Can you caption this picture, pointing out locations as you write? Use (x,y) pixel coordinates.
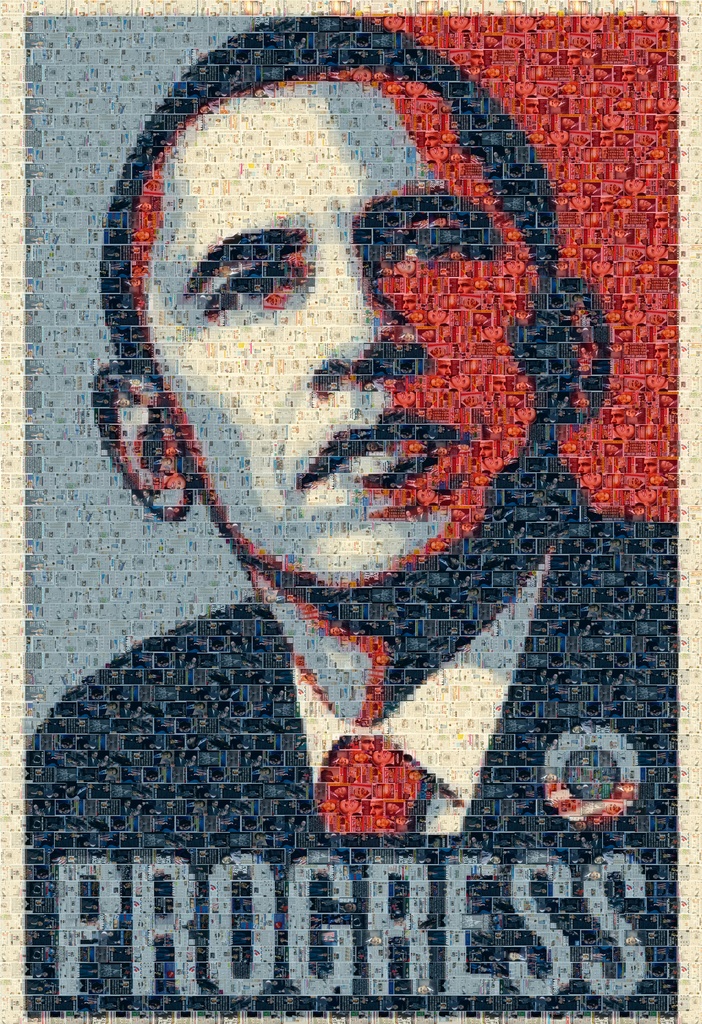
In the image there is a poster (338,613) of a man (122,363) in blue and red color. Below the man (161,777) there is a progress (473,878) on it.
